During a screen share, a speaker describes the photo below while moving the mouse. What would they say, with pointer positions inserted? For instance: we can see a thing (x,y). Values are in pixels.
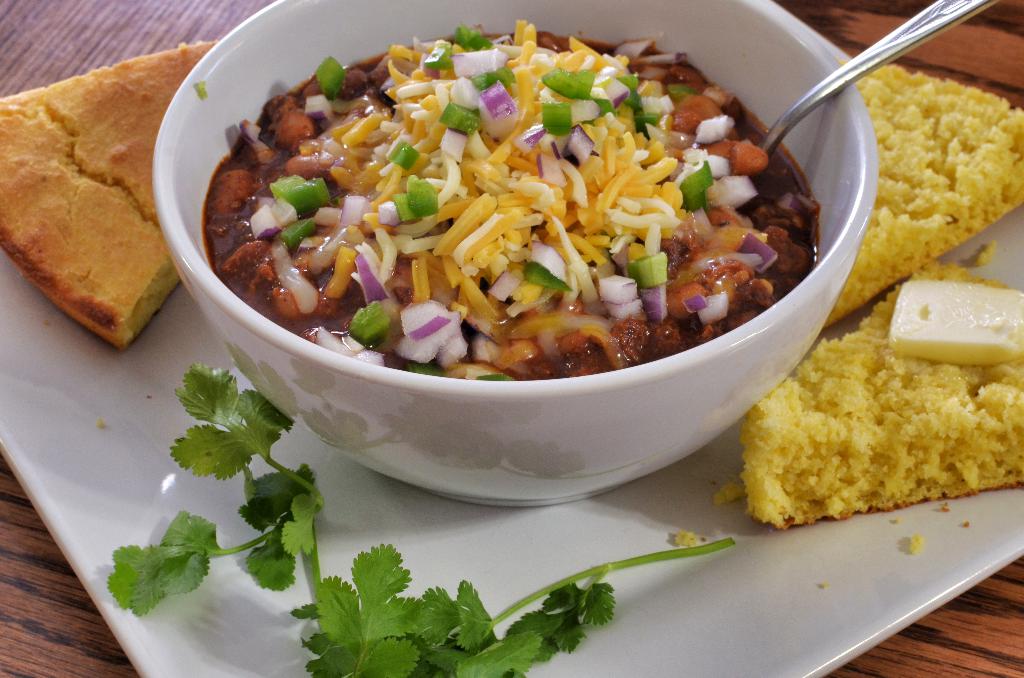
On a wooden platform (90,24) we can see food (765,452) and coriander leaves (194,539) in a plate (725,512). In this bowl (527,402) we can see food (622,234) and a spoon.
